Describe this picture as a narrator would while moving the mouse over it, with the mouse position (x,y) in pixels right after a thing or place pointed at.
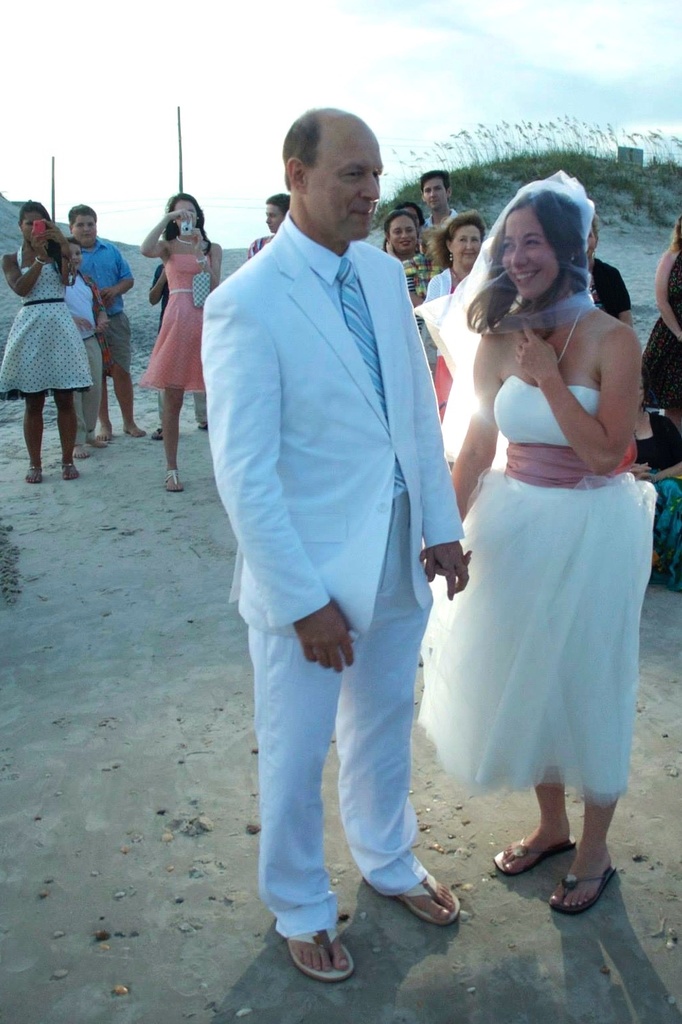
In this image there is a man (326,398) and a woman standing with a smile on their face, behind them there are a few other people (191,287) standing and clicking pictures.
